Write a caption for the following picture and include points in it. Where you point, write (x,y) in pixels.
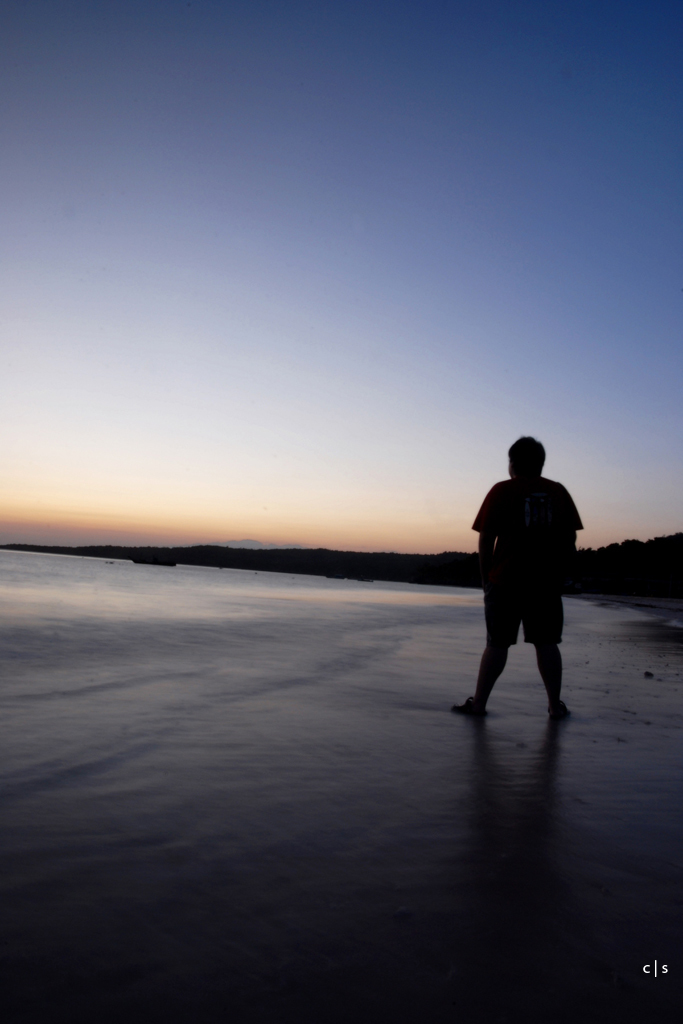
This is a beach (460,726). On the right side (539,557) there is a person (508,639) standing facing towards the back side (537,555). On the left side (49,683), I can see the water (140,634). In the background (625,557) there are some trees (612,544). At the top of the image (332,240) I can see the sky (221,286).
